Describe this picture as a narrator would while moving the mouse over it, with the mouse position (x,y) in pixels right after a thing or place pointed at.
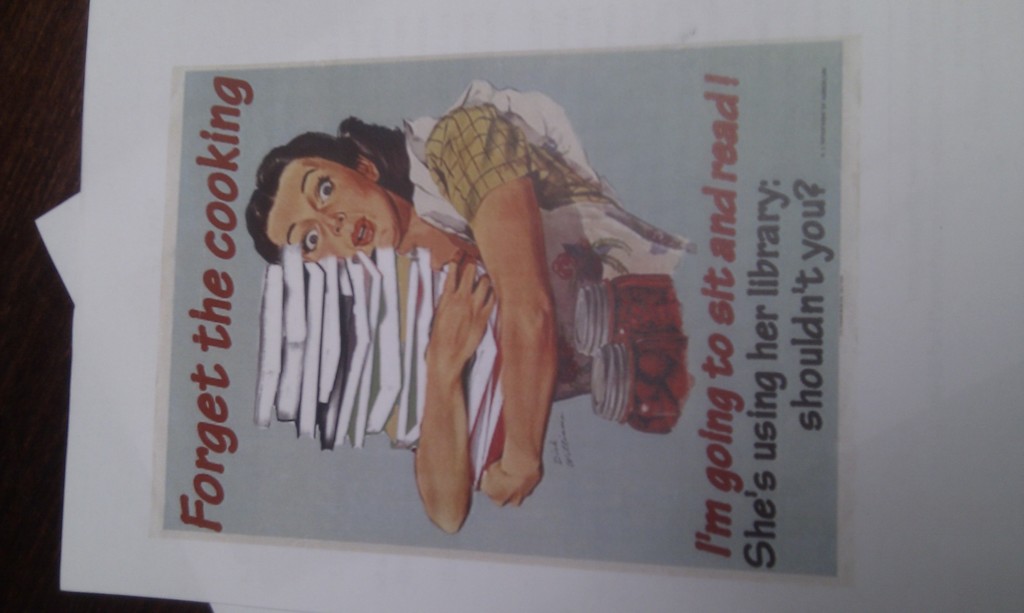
In this picture we can see book (925,381) and papers (122,381) on the table (35,241). In this paper (521,315) we can see a woman (528,209) who is holding many books (406,401), beside her we can see the two cans (626,356). On the right of the page (635,366) we can see something is written.
